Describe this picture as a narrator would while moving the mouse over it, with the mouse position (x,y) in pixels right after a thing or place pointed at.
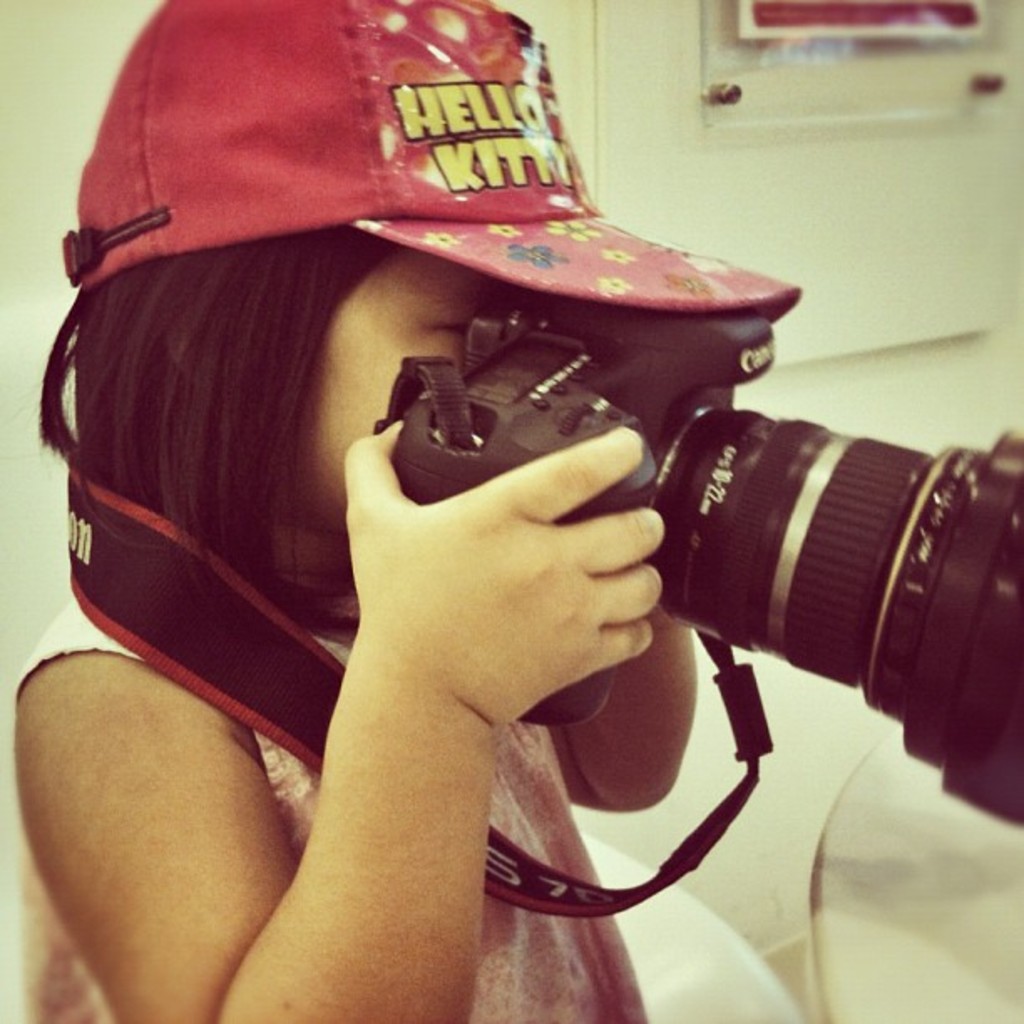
In this image a girl (419,520) is holding a camera (491,424) and wearing a cap (466,58). In the background of the image (832,290) there is a board (904,19), wall (809,373) and objects (847,835).
